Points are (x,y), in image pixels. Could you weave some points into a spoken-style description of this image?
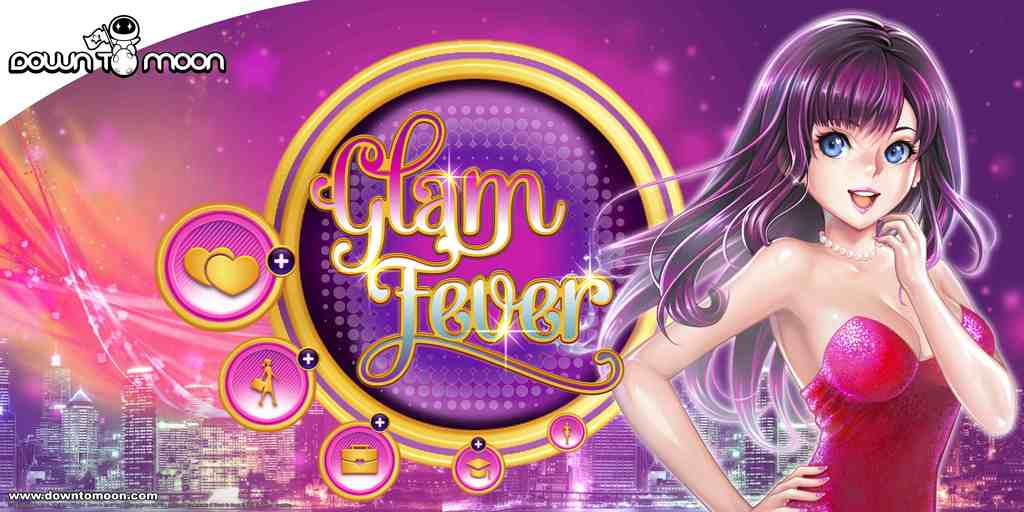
This image consists of a poster (672,293) with an image of a woman (876,256) and a few images of buildings (170,463) on it and there is a text (155,63) on it.
